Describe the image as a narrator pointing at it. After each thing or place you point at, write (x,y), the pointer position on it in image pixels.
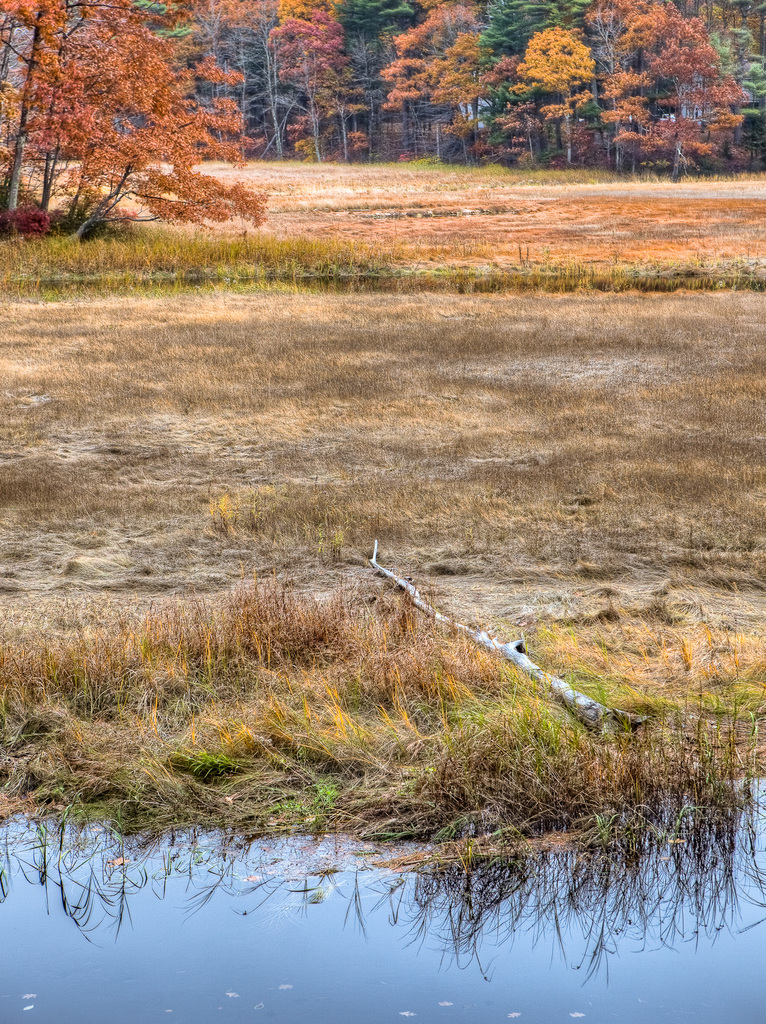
At the bottom of the image (276,903) there is water (234,905). In the background of the image (371,193) there are trees (204,185), dry grass (237,290). In the foreground of the image (625,717) there is a tree bark (582,717).
